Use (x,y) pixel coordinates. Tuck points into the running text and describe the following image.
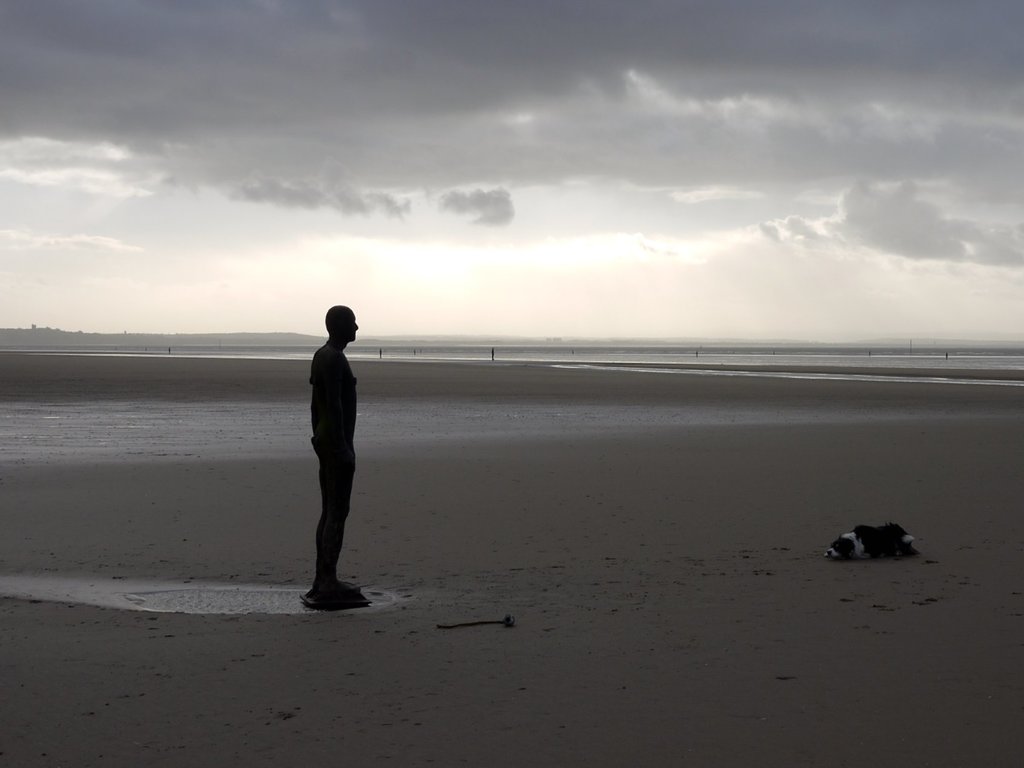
In this image a statue (333,416) is standing on the beach (365,522). Here there is a dog (862,537). This is the sea (60,352). The sky (587,160) is cloudy.
